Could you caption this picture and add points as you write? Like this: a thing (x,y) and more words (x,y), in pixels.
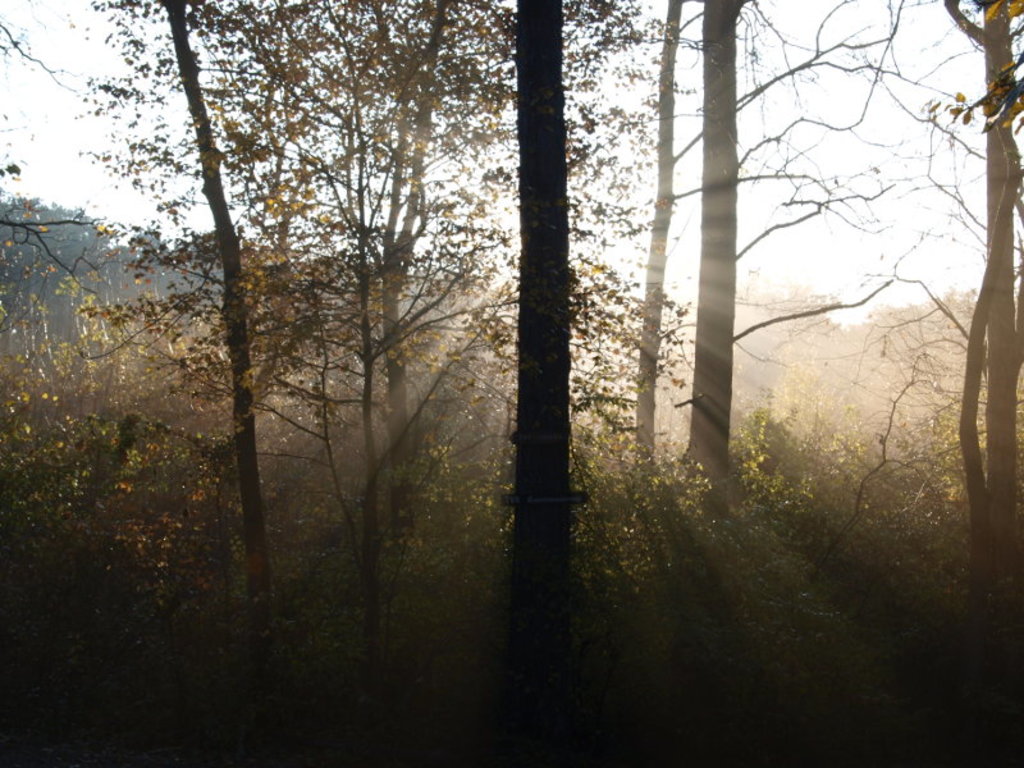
In this image, I can see trees (243,291) and plants (715,629). This looks like a forest (408,438). I can see the sunlight (621,268).
